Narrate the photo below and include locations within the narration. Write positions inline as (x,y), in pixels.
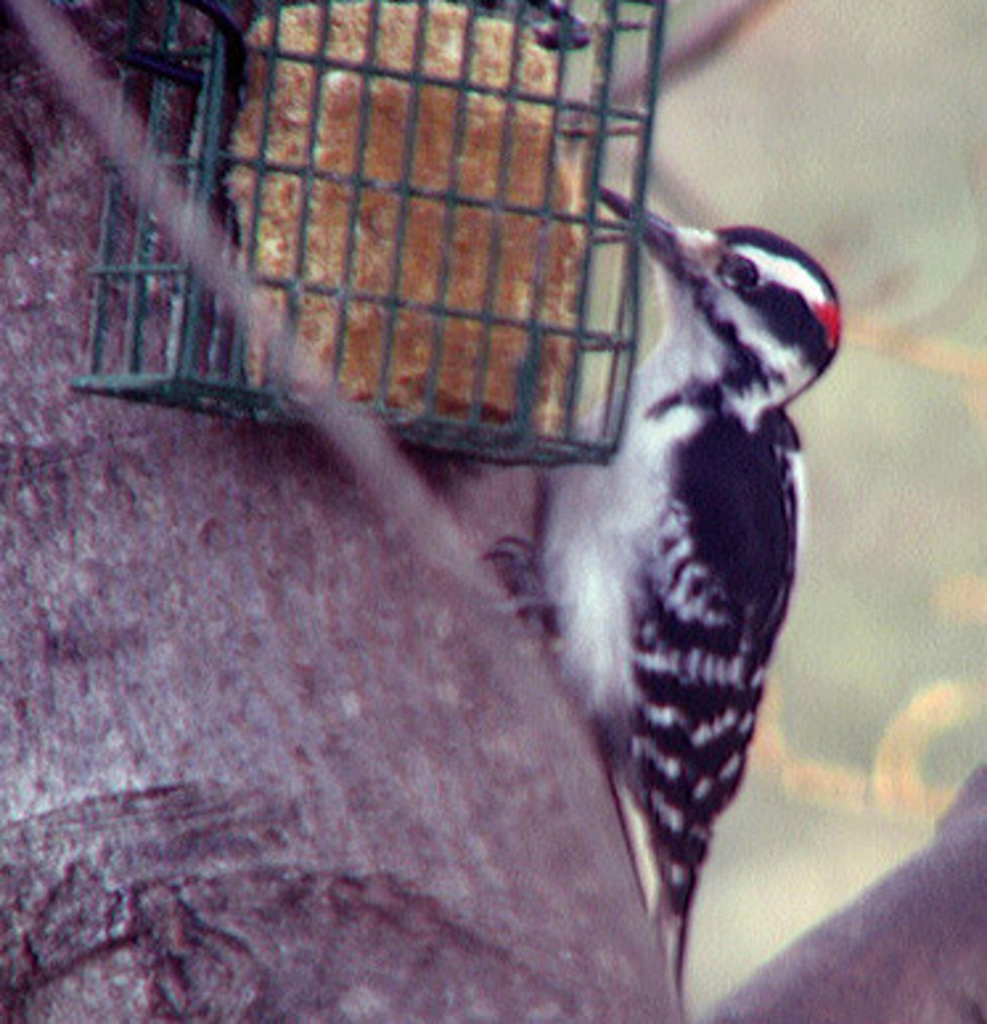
There is a bird (758,284) in black and white color combination standing on the branch (462,646) of a tree (196,435) near a cage (277,20) in which, there is an object (512,195) and is attached to the tree (953,996). And the background (825,52) is blurred.
